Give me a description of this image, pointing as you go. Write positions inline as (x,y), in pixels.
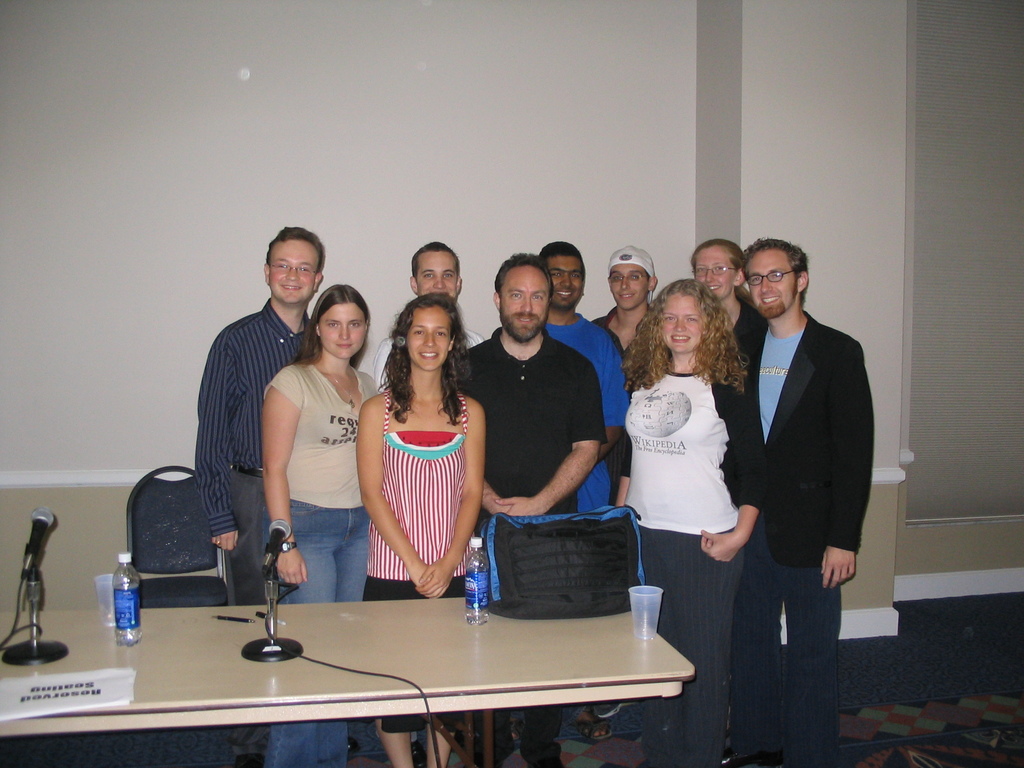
In this image I can see few people (758,716) are standing. I can also see smile (769,300) on their faces (440,316). Here I can see four of them (740,281) are wearing specs (703,275) and one is wearing a cap (645,268). I can also see a chair (151,544) and a table (181,639). On this table (184,649) I can see two cups (652,600), few bottles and few mics (31,537).
